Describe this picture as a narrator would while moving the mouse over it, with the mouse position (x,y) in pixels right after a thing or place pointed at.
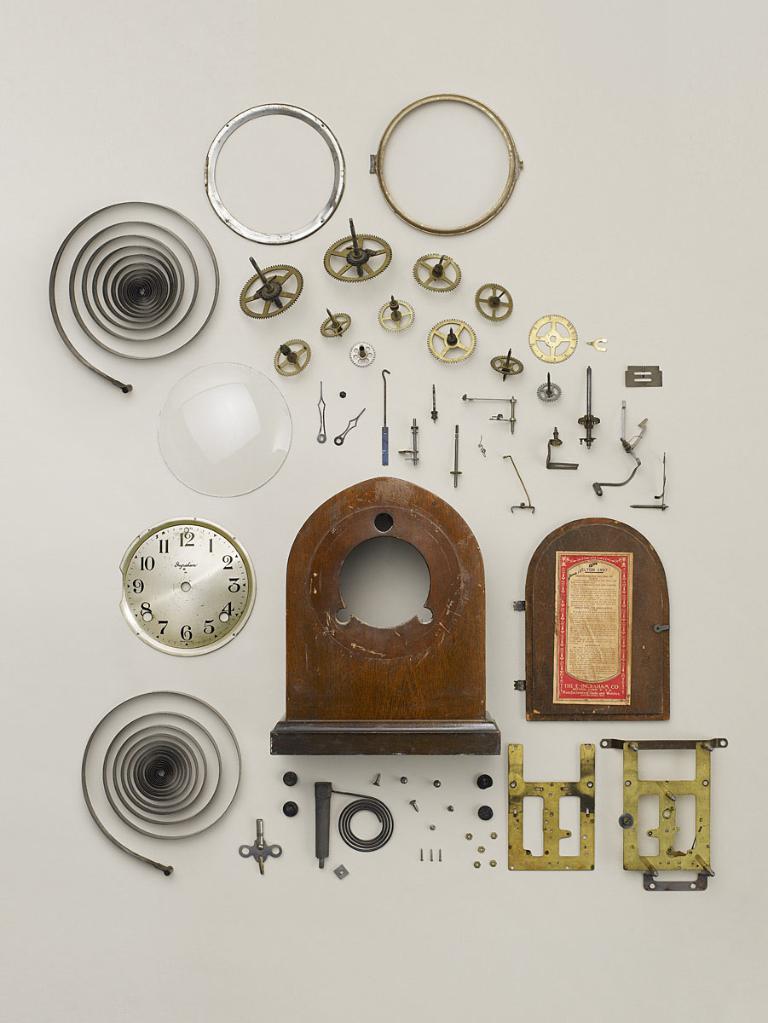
In this image, we can see spare parts (629,853) of a clock (207,551) on white background (677,171).
